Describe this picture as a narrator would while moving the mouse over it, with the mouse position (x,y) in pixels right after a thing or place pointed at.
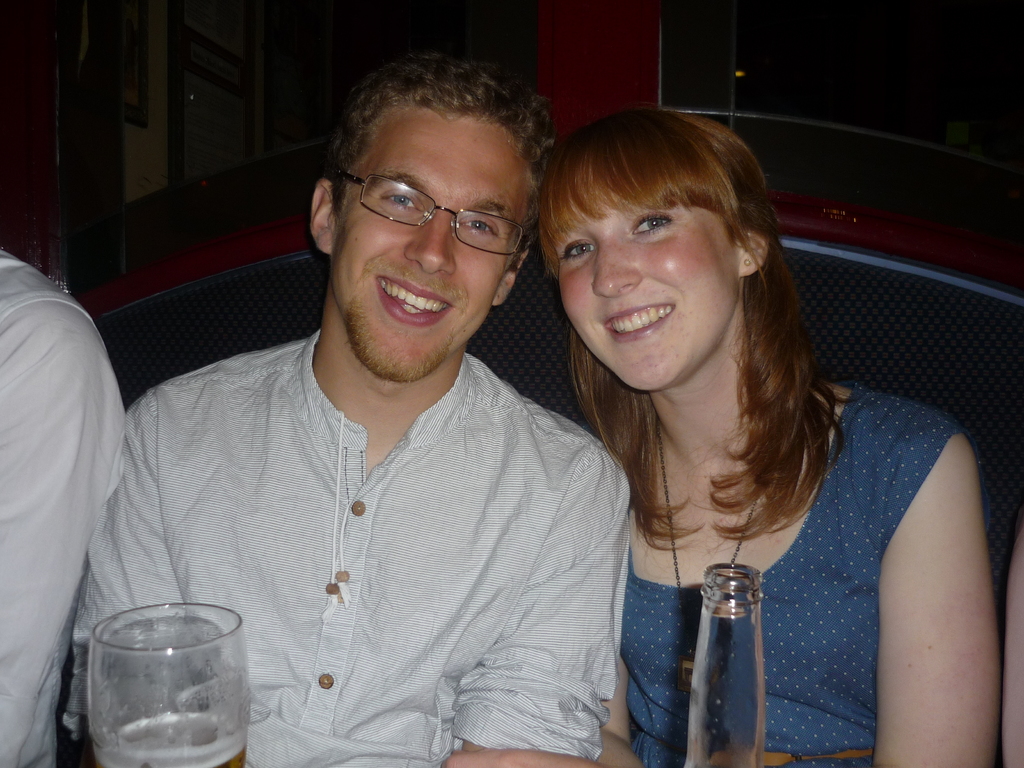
These persons (502,442) are sitting on the sofa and smiling. We can see glass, bottle (733,689). On the background (316,75) we can see wall (154,158), frames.
